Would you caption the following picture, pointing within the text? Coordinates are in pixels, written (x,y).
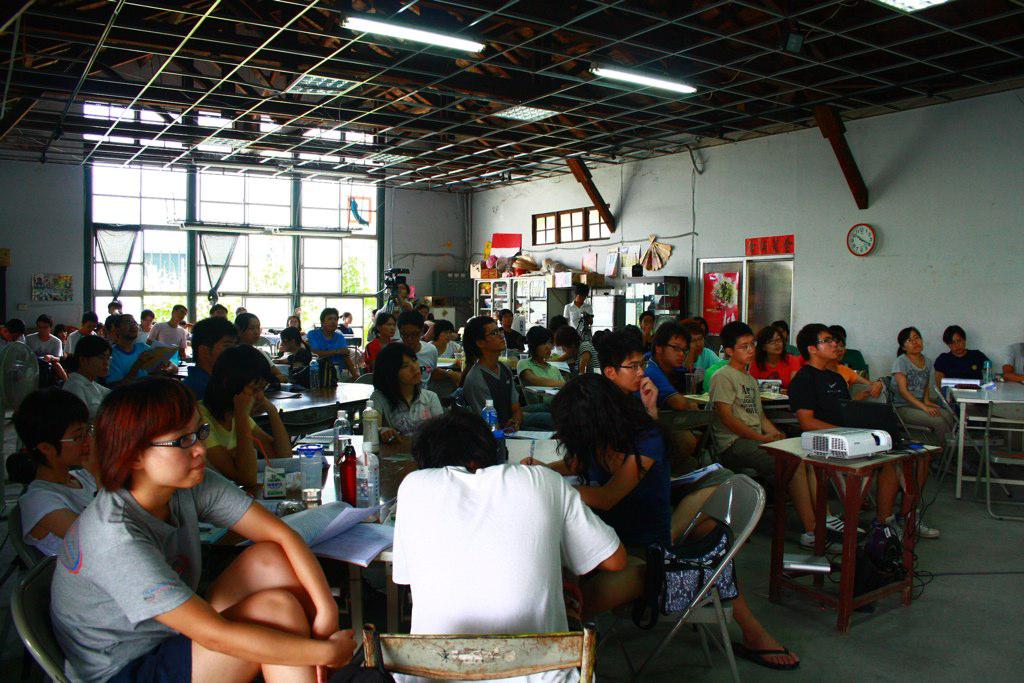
In this picture there are many people (480,566) sitting in the chairs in front of tables (353,590) and there are some papers (323,518) on the table (294,508). There is a projector (844,455) which is placed on the table (824,514). In the background (859,230) there is a wall clock (866,241), windows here and some cupboards (518,304).
